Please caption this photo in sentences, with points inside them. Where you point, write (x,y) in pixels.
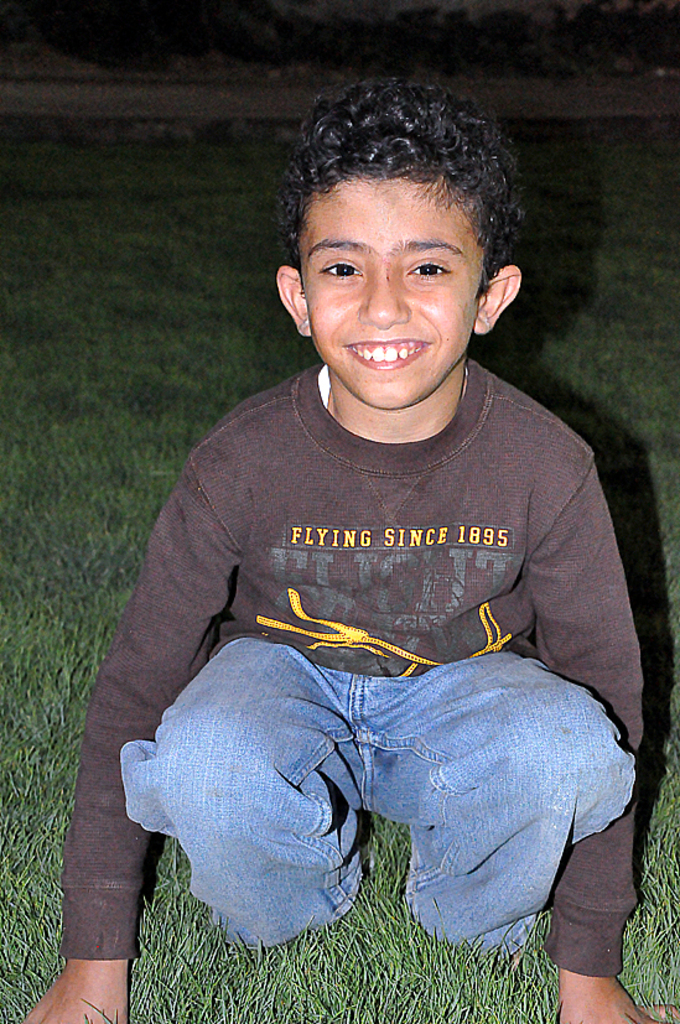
In this image I can see the person (316,805) and the person (496,657) is wearing brown shirt (386,565) and blue color pant (312,921). Background (130,301) the grass (161,398) is in green color.
